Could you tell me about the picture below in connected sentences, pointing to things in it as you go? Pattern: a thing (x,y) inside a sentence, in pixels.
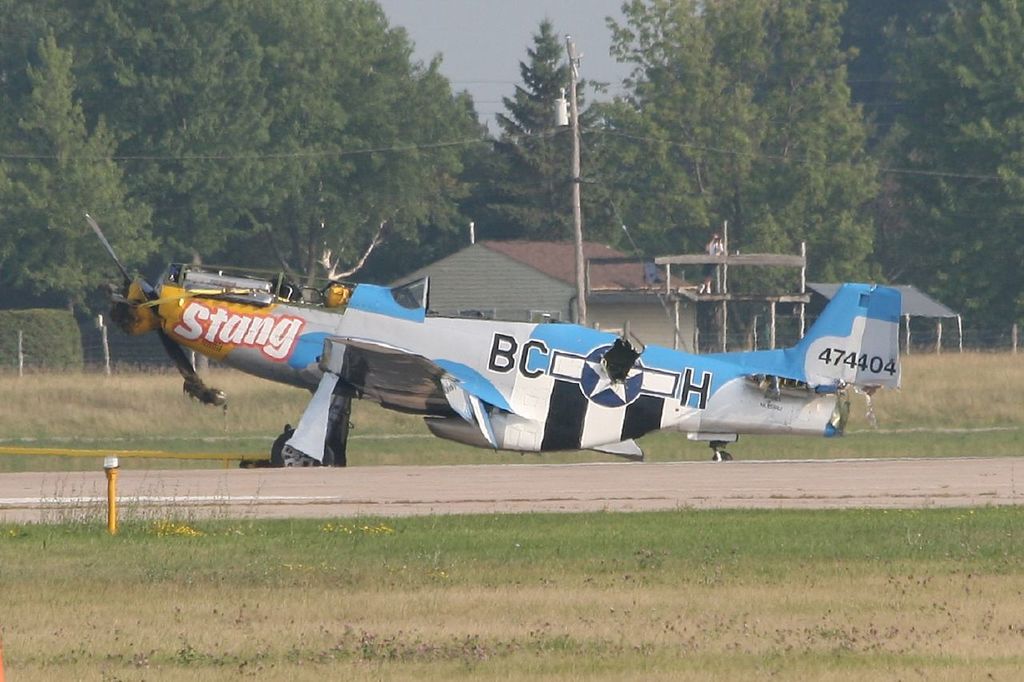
In the image there is an aircraft (516,418) on the ground (360,420) and around the aircraft (322,298) there is a lot of grass (645,567) and in the background (485,266) there is a house (609,305). Behind the house (500,262) there are many trees (660,104).
